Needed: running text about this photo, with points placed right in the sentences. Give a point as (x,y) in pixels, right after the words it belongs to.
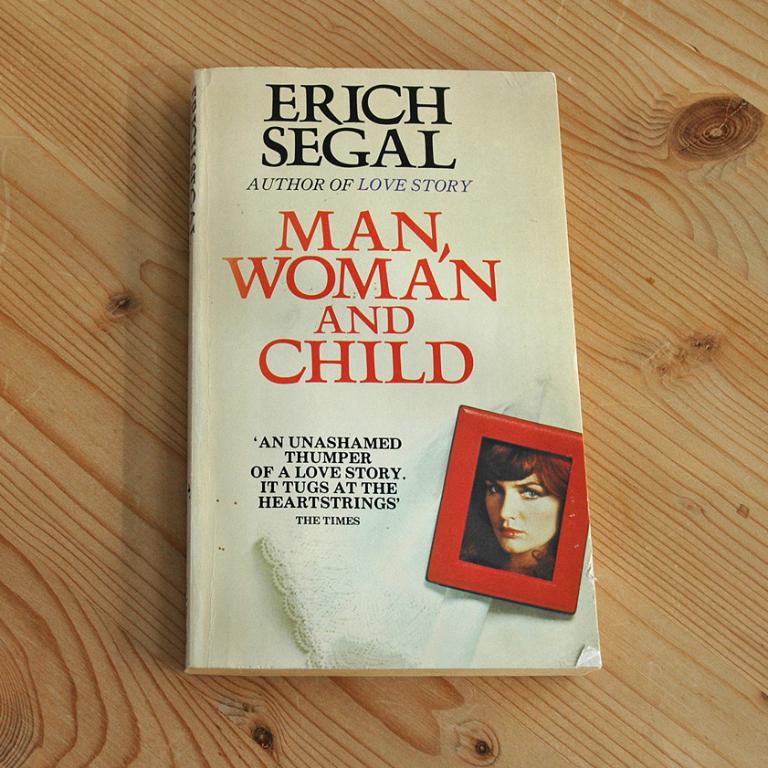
Here I can see a book (299,369) which is placed on a wooden surface (80,414). On the book (334,348), I can see some text (391,164) and an image of a person (529,515).
